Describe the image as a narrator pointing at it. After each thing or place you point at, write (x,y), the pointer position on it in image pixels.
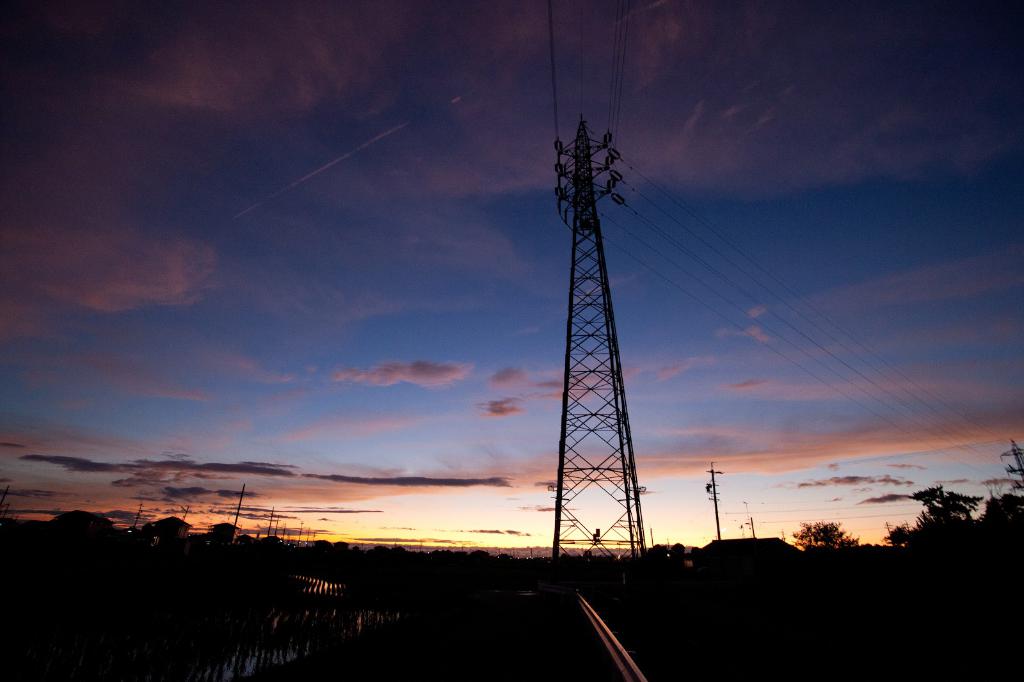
In this picture we can see a tower (614,431) in the middle (582,435), on the left side (159,544) there are some houses (172,542), in the background (952,540) there are trees (889,529) and a pole (710,495), we can see the sky (409,294) and clouds (435,380) at the top of the picture (355,96), we can see some wires (787,322) on the right side (788,324).
